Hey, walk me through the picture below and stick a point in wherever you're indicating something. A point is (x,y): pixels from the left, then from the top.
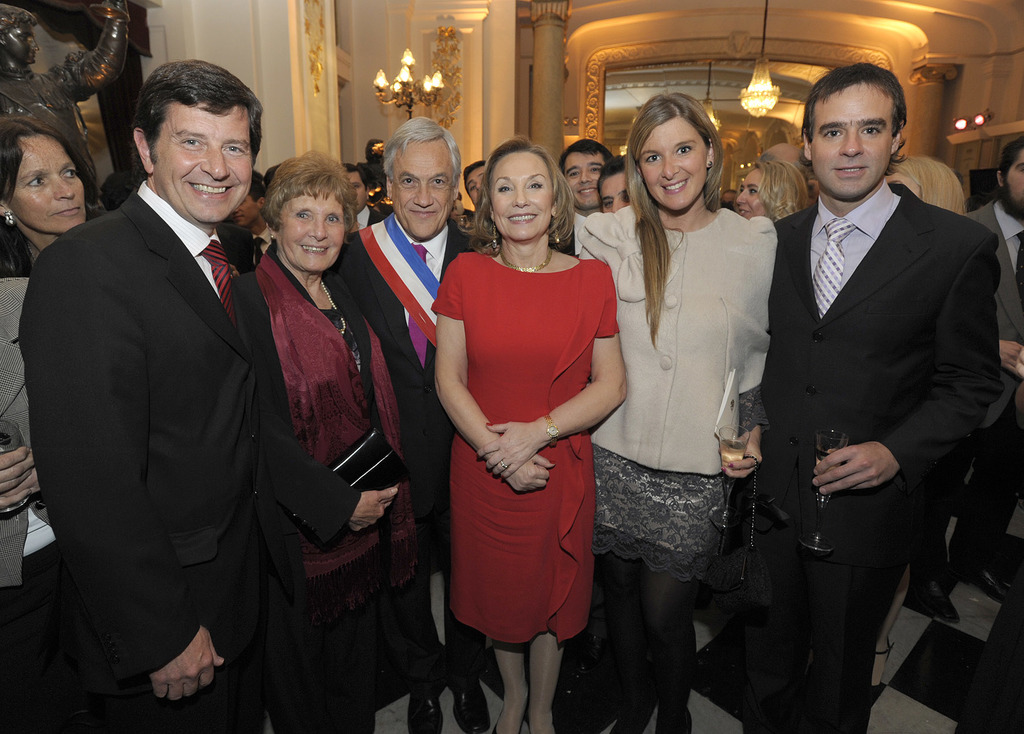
In this image there are people (546,470) standing on the floor (963,662). Right side (789,307) there is a person (958,294) wearing a blazer (870,280) and tie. He is standing on the floor (963,642). He is holding a glass (829,447) in his hand (874,451). The glass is filled with the drink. Beside him there is a woman (740,326) holding a glass (737,444). There are chandeliers (766,100) hanging from the roof (762,42). Left side (108,47) there is a statue (93,53). There are lights (403,85) attached to a stand (396,104). Background (989,106) there is a wall (1003,57).
